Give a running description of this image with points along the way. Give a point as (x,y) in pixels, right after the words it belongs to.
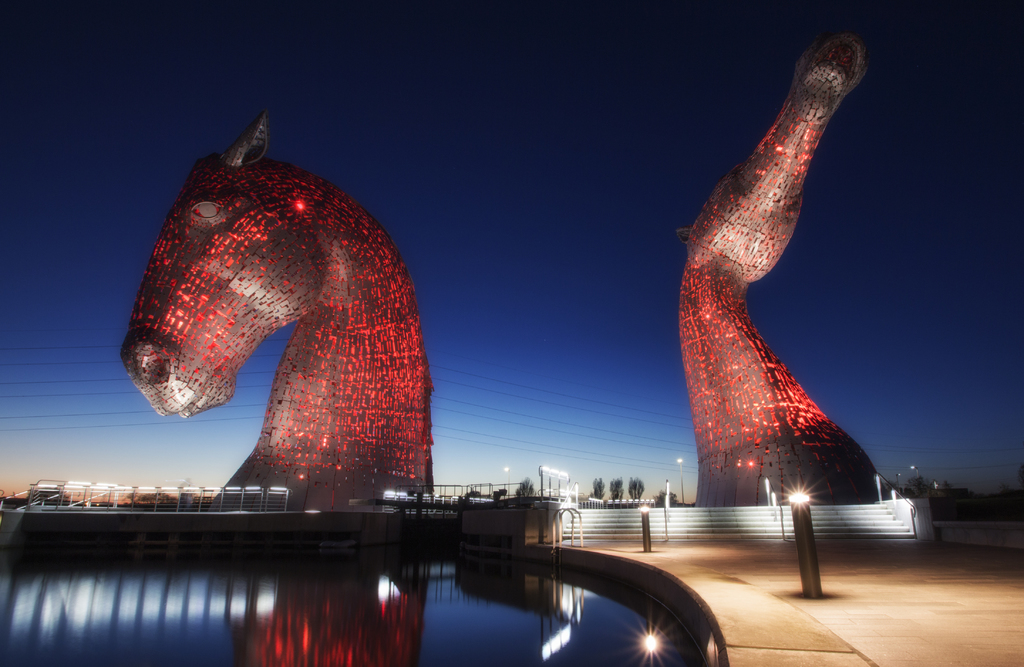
This picture is clicked outside the city. In the foreground (287,552) we can see a water body (567,626), lights (558,473), poles (812,531) and the stairs (749,518). In the center (360,312) we can see the two sculptures (160,269), trees (635,489) and building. In the background (966,462) there is a sky (586,268) and the cables (463,435).
